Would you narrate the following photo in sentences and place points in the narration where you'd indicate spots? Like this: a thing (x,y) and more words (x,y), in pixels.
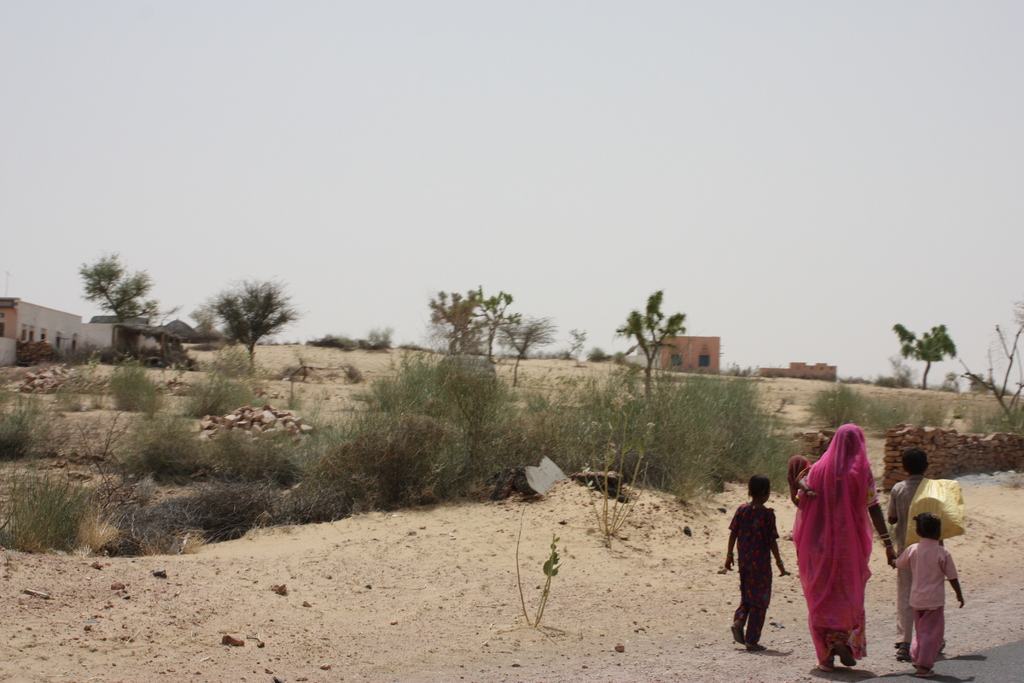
In this image, we can see people (806,527) walking on the road (895,614) and one of them is holding a bag (921,513) and we can see a lady (844,506) holding a kid (806,487). In the background (252,451), there are trees (246,333) and plants (671,388) and we can see sheds (160,338) and rocks (41,383). At the top (415,165), there is sky (369,125).
